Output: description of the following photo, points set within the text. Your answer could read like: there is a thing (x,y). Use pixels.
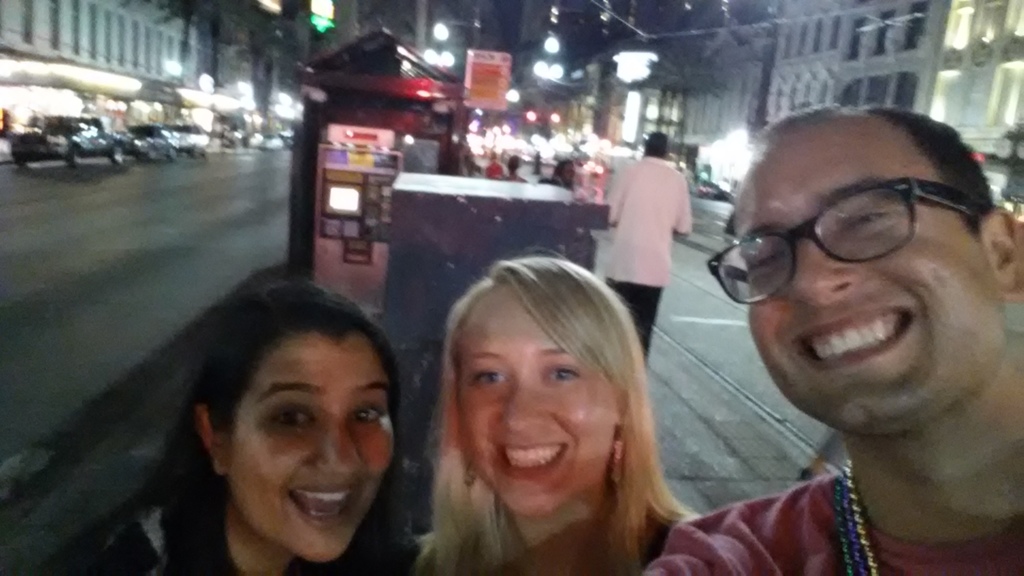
There is a main road (103,259) and in between the road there is a divider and three people (520,510) are standing on that and taking a selfie, behind them there are many vehicles (170,133) moving on the road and around the road (218,172) there are plenty of buildings (185,42) and stores (10,87).
